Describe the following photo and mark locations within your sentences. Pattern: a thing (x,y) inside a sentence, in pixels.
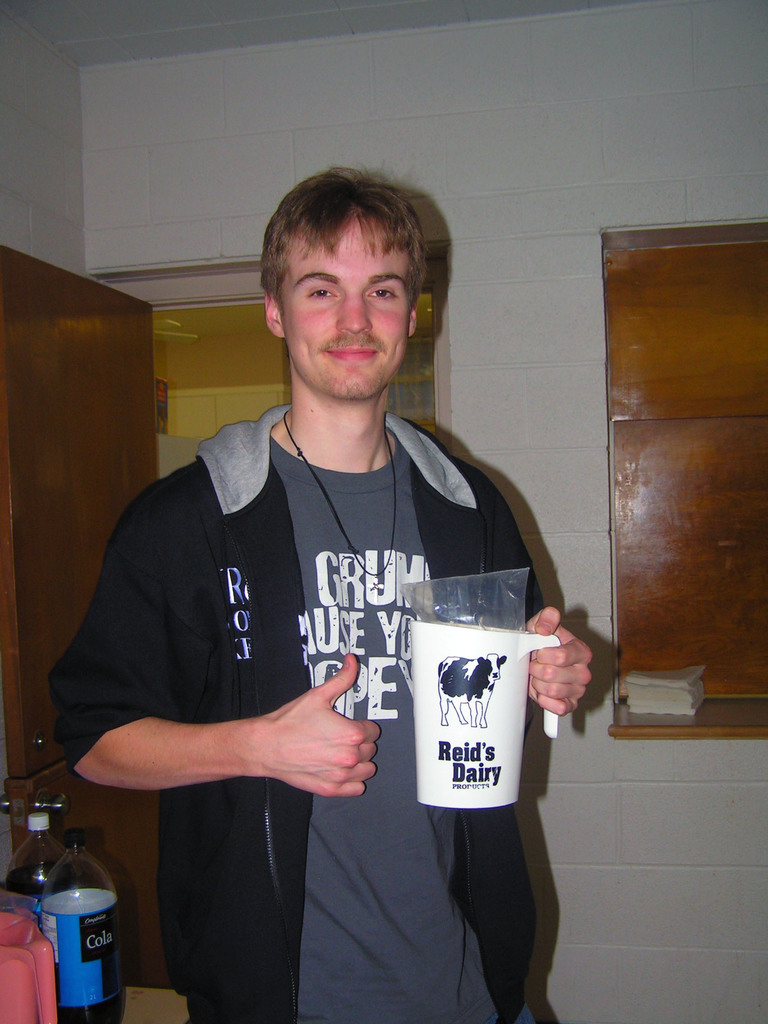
This picture describe about a boy (474,529) who is holding milk jar (455,694). In back ground (121,148) white color brick wall (483,135), with brown color window (672,442) and door (63,521), in front (89,973) two cola bottle (67,903) and pink color jug (24,964).
